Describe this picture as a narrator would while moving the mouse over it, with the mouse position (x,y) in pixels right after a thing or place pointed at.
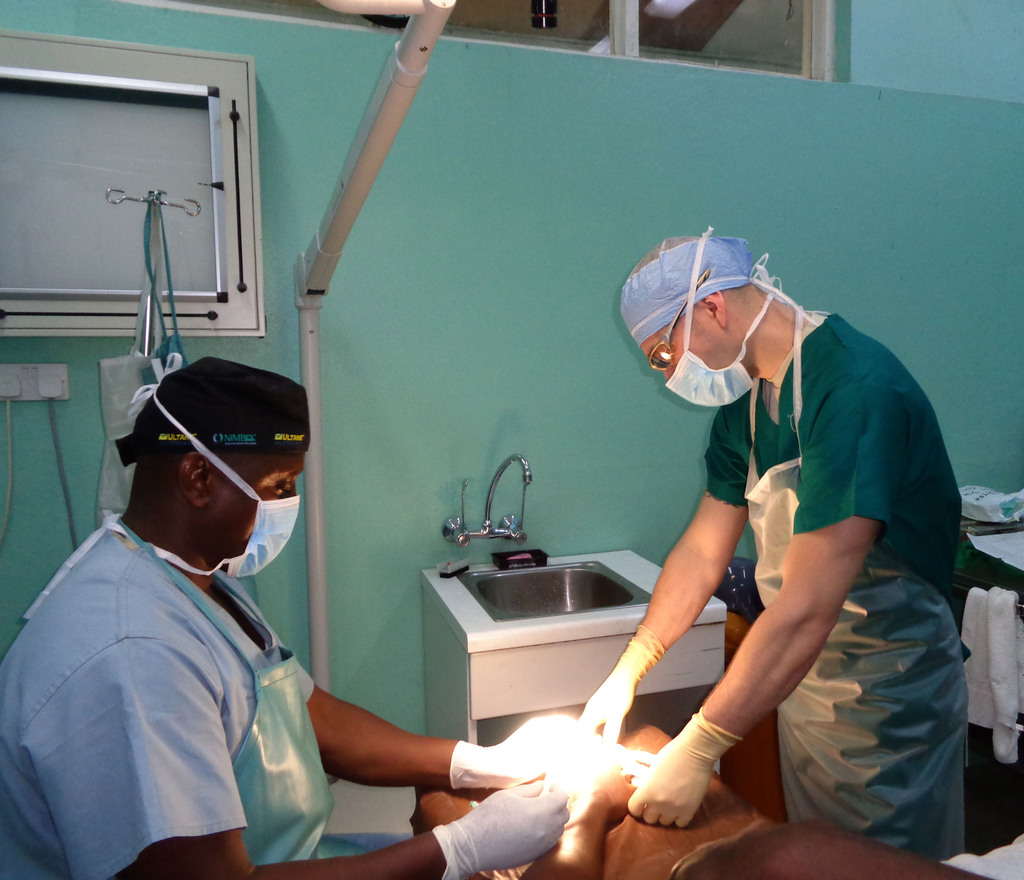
In this image we can see two doctors (395,743) with aprons (290,681) and masks (705,399). One of the doctor (684,340) is wearing the glasses (682,303). Image also consists of a sink (600,599), hand towel (974,603), switch board (42,367) with plugs (46,384), some bags (139,350) and also the glass window (793,16). We can also see the board (189,121) to the wall (378,182).
